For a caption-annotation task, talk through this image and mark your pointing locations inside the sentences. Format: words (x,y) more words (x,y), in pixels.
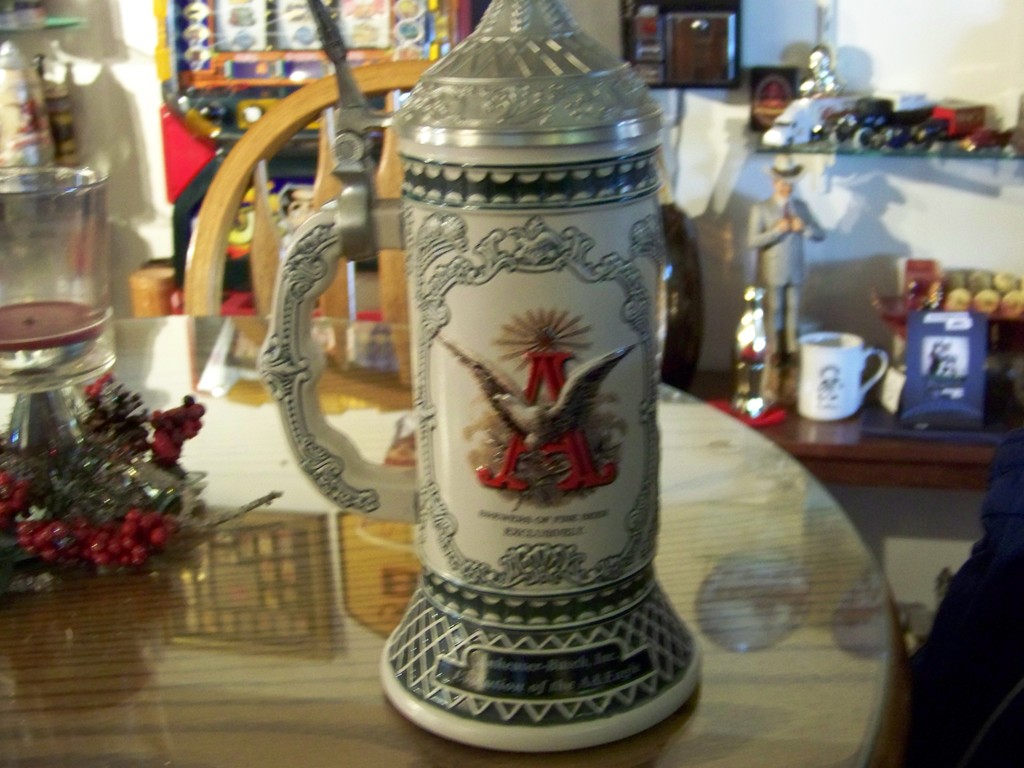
In this image I can see a table (113,704) in the front (714,504) and on it I can see a white colour thing (494,704), a glass (25,432) and few other stuffs (89,487). In the background (903,130) I can see number of things (816,389) on the shelves (795,449). I can also see this image is little bit blurry.
